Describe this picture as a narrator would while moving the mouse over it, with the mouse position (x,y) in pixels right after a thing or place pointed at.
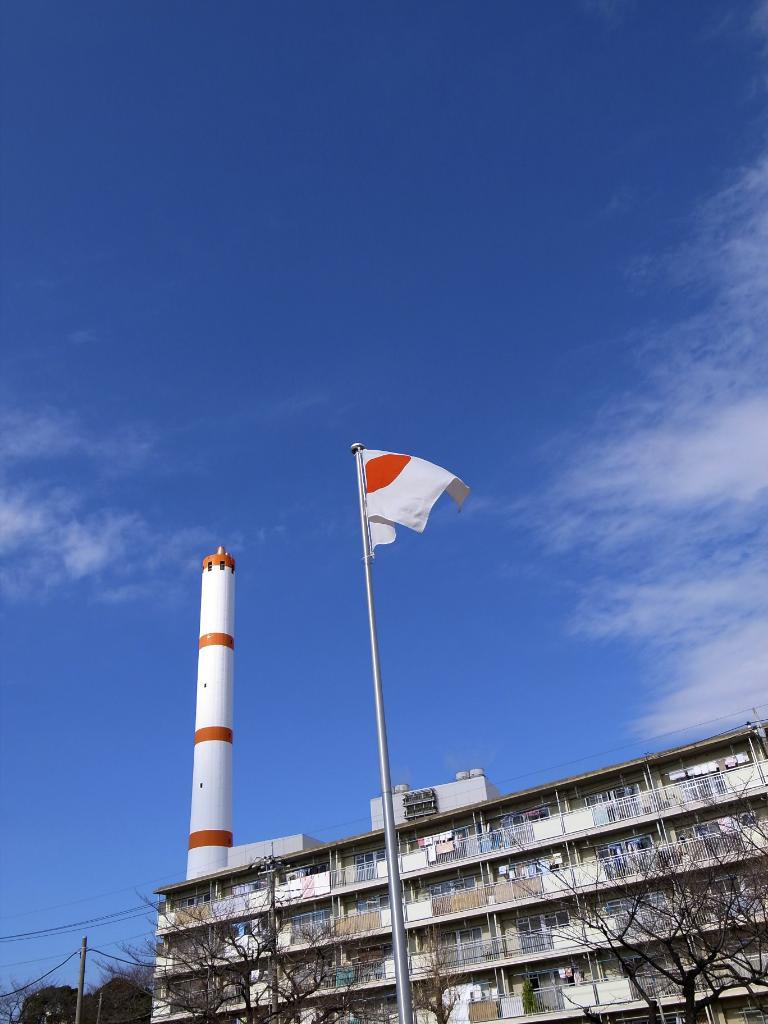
In this image we can see the flag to a pole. We can also see a chimney (224,759), trees (229,968), wires (90,951) to a pole (82,958) and a building (456,882) with windows (449,891). On the backside (565,711) we can see the sky (539,625) which looks cloudy.
